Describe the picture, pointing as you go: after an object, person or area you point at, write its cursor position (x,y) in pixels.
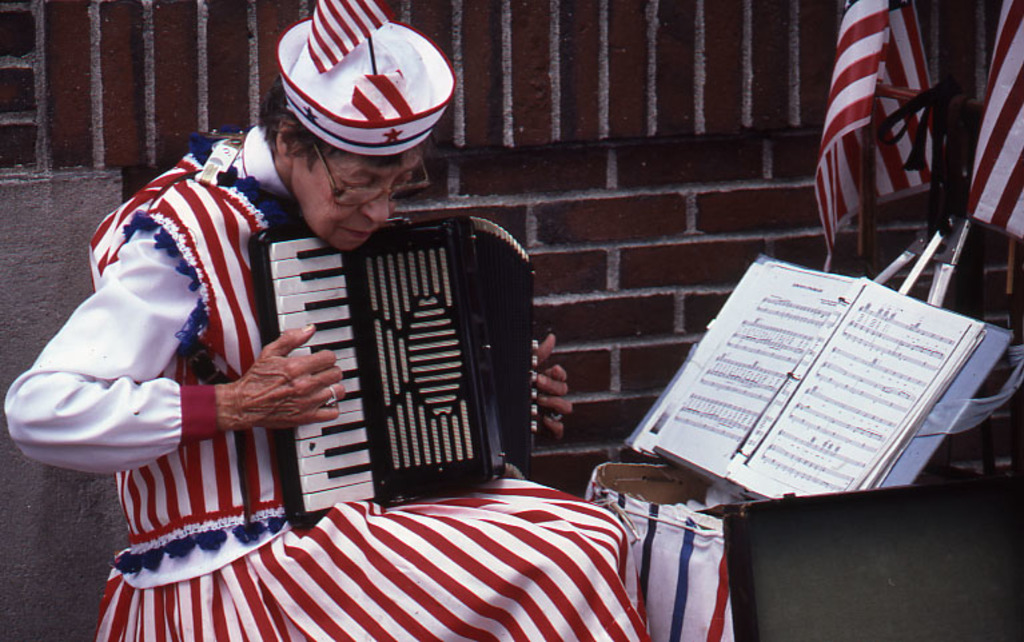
In this image I can see the person (132,575) sitting and playing the musical instrument (342,467) and the person (175,474) is wearing white and red color dress (554,563). In front (801,367) I can see the book (832,364). Background (548,198) I can see few flags (856,93) and the wall (548,159) is in brown color.
